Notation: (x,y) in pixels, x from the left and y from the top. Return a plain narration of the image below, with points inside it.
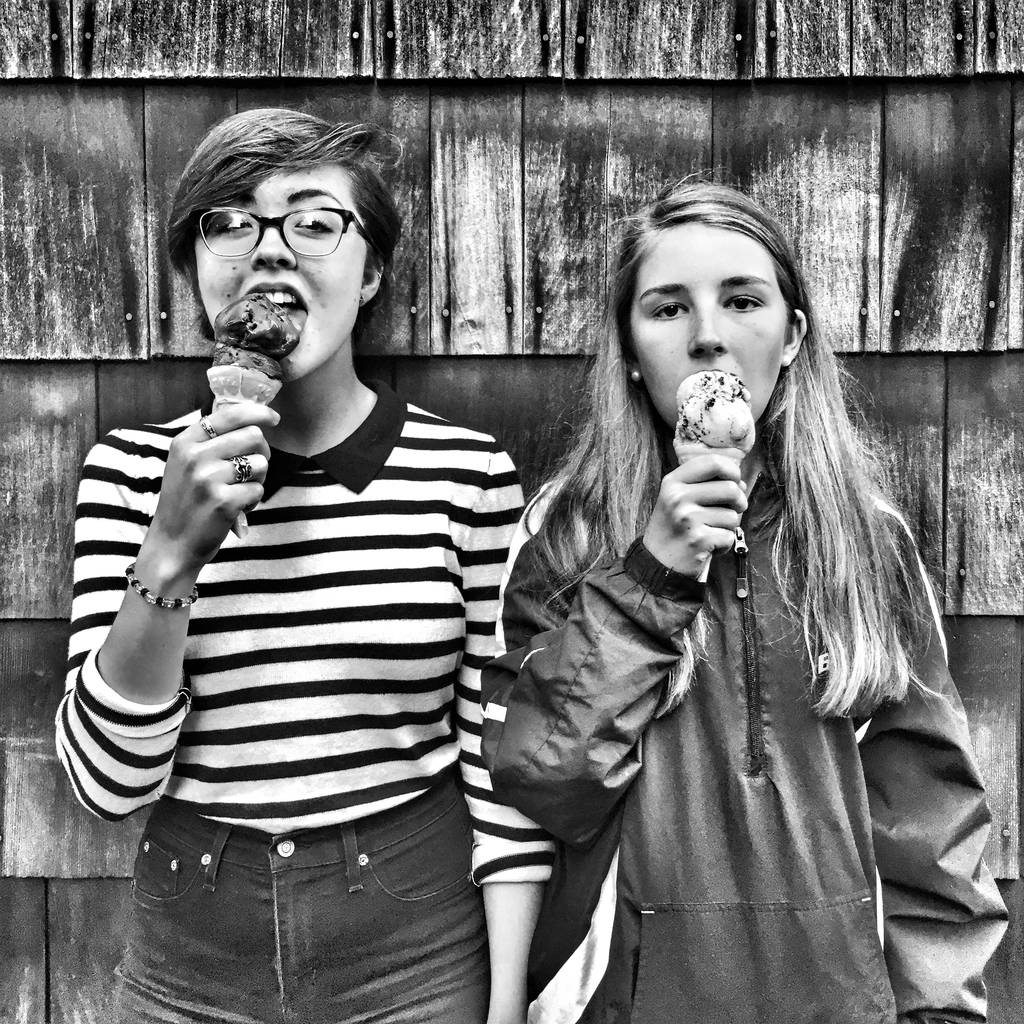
In this image we can see persons (404,490) and ice creams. In the background of the image (663,42) there is a wall (380,371).
